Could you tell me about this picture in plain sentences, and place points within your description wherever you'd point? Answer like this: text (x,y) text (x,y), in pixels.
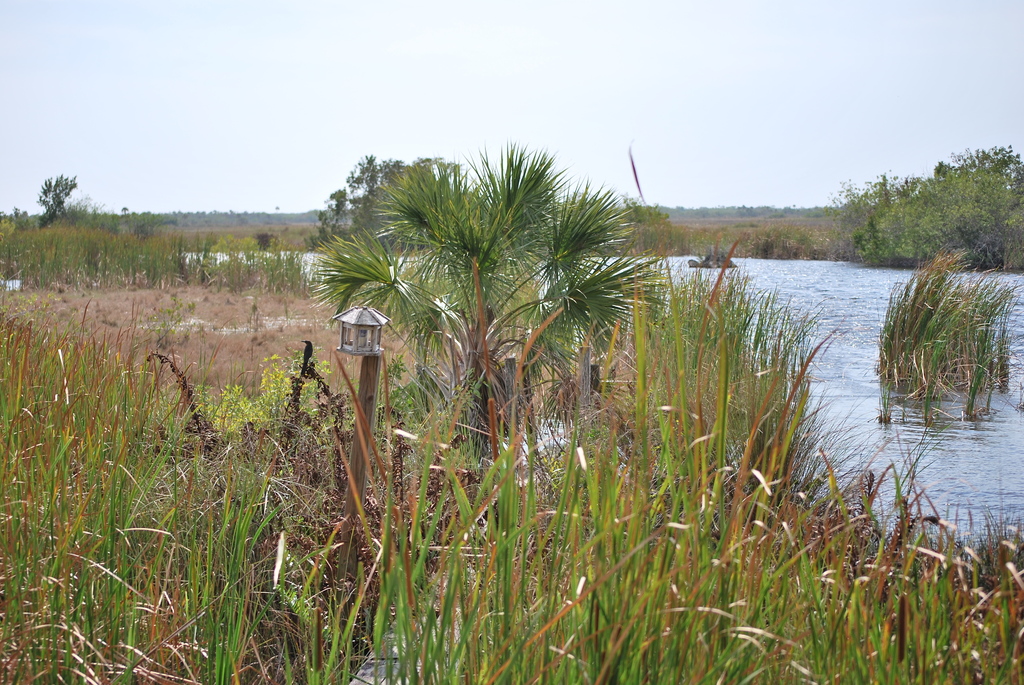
In this image we can see many trees (351,238) and plants (497,536). Also there is a pole (363,395) with something on that. And there is water (843,356). In the background (498,68) there is sky (622,92).
